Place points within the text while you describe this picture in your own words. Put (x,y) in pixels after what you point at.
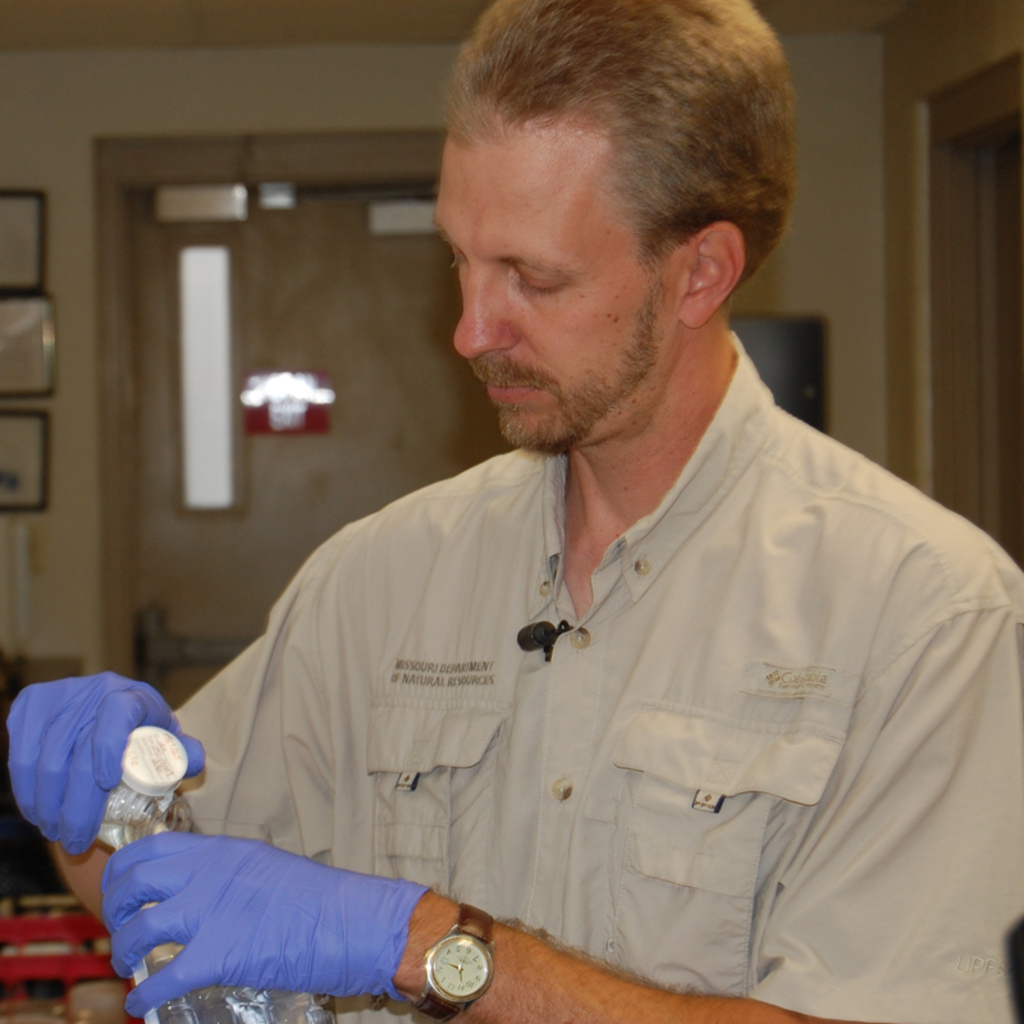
In this image there are frames (10,200) on the wall (30,99) in the left corner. There is a door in the right corner (978,239). There is a person (362,663) holding an object (156,1014) in the foreground (556,742). And there is a wall (163,104) in the background (169,93).
